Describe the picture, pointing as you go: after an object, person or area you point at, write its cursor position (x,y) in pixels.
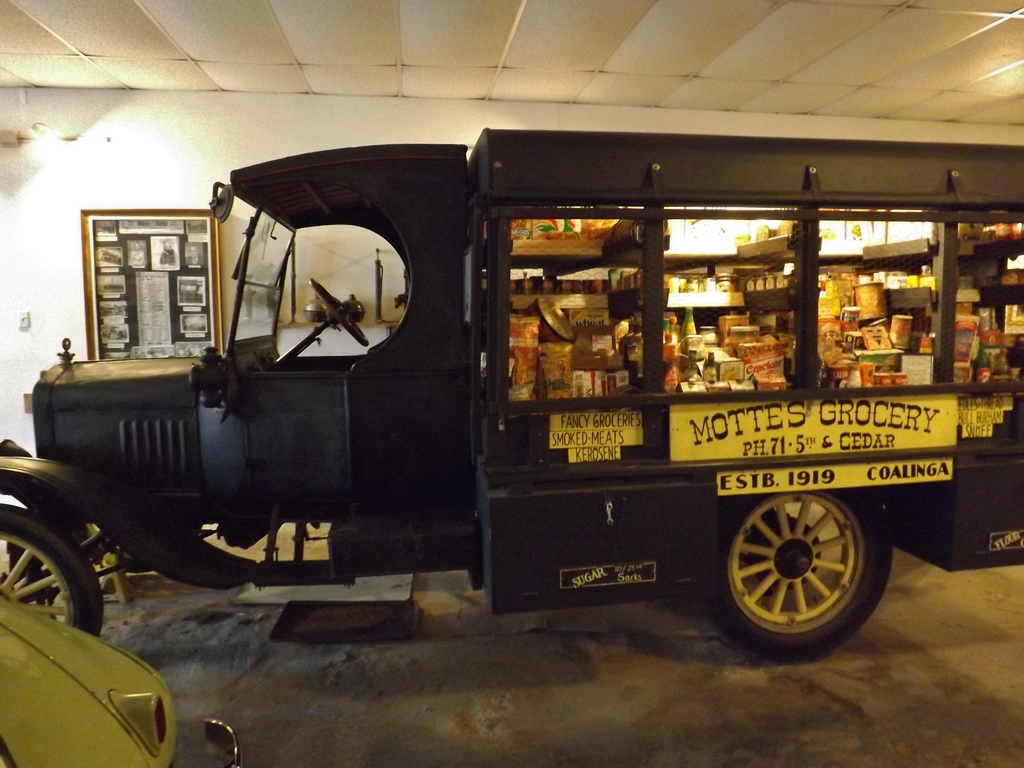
This picture was taken from inside. In this picture there is a vehicle (691,472) and inside the vehicle (736,261) there are few grocery items (896,328). At the background (172,291) there is a photo frame (122,245) on the wall (121,200).
